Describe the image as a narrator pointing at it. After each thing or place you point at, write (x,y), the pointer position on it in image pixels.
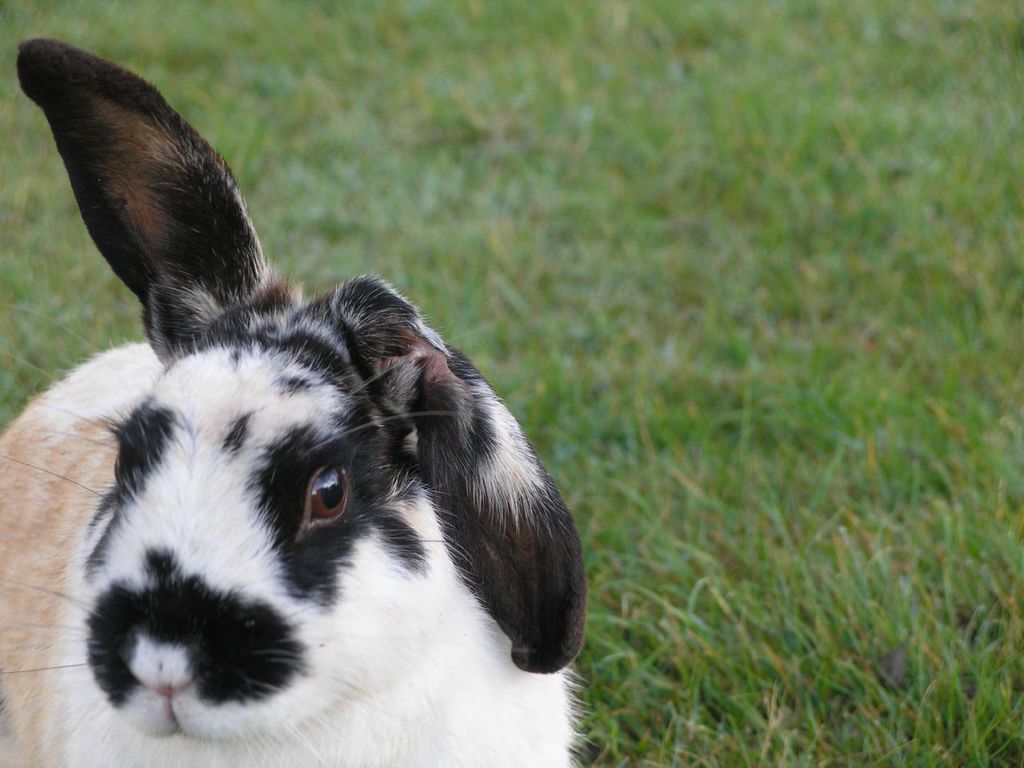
In this image I can see an animal (308,515) which is black, white and cream in color is on the grass (612,668). In the background (609,156) I can see the grass (500,155).
